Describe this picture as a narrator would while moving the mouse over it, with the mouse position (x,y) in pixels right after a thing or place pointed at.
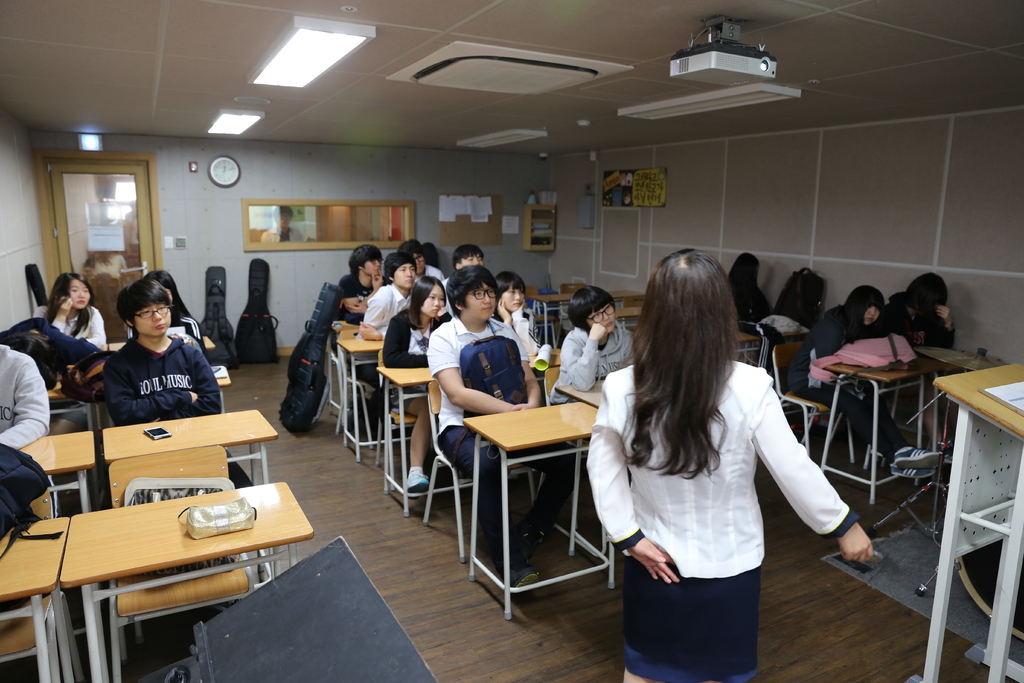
On the background of the picture (278,185) we can see a door (149,208) and a wall (204,211). On the wall (243,184) we can see a clock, notice board (455,233) with papers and few posters (616,200). In this picture we can see all the students (364,329) sitting on chairs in front of a table (402,459) and on the table (277,511) we can see mobile (150,436), bags (852,352). Here we can see guitar bags (252,295). At the right side of the picture (981,447) we can see a podium (949,496), and also one woman (652,432) standing.
